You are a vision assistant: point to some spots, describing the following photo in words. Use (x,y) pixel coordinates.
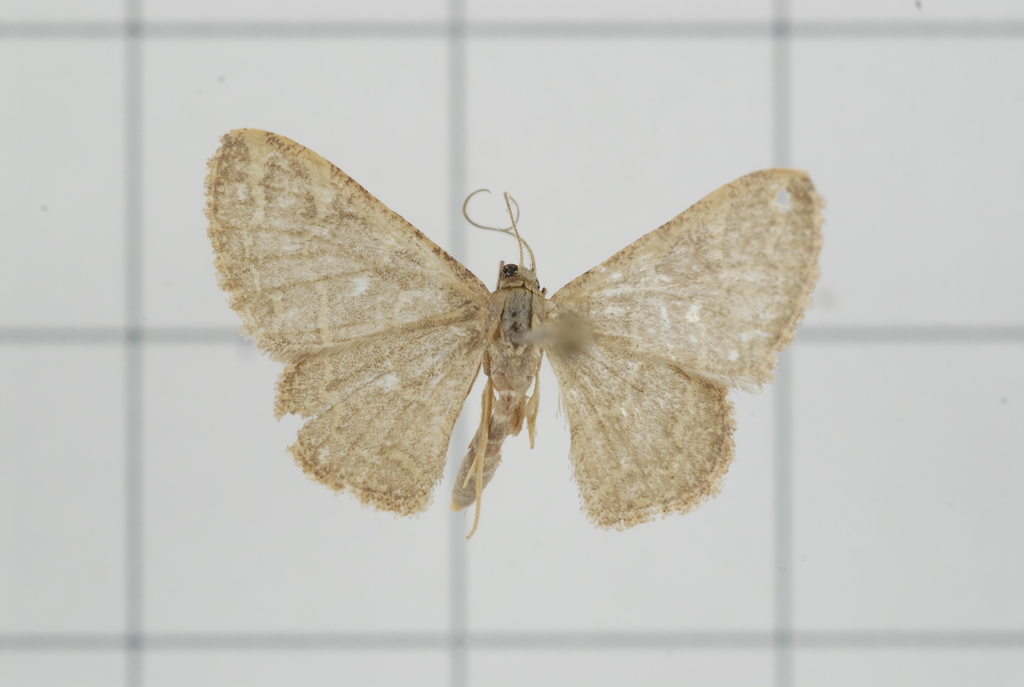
In this image we can see one butterfly (249,223) and there is the white background (112,593) with light black checks (140,627).
